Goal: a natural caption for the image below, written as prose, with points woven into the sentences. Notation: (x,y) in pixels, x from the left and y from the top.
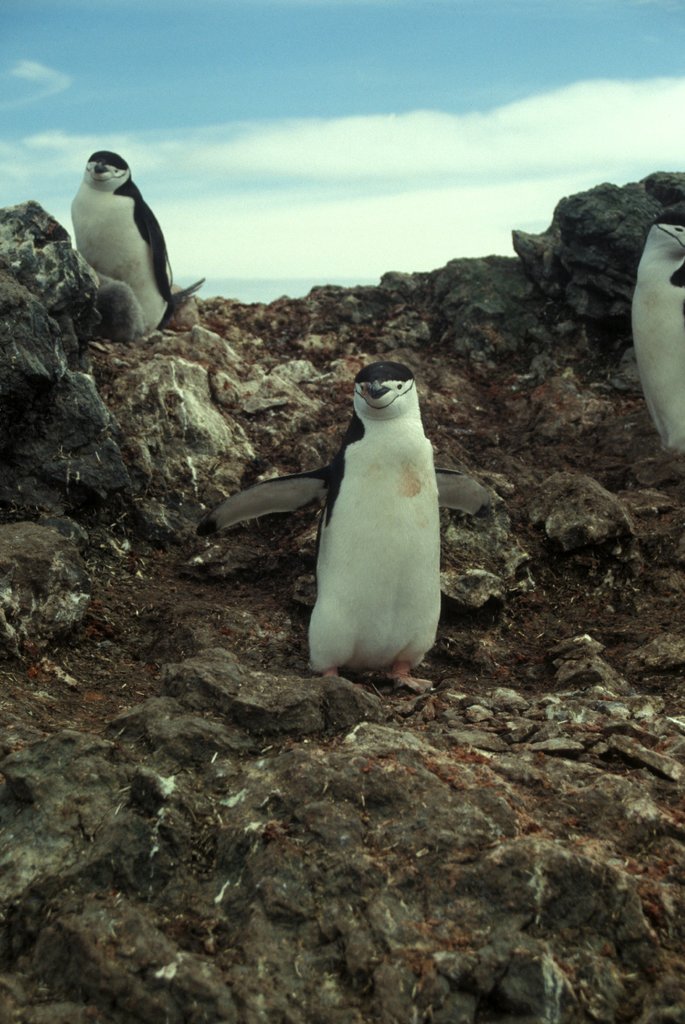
In this image, we can see penguins (345,610) on the rock (0,230). At the top (265,94), there are clouds (219,199) in the sky (313,98).
